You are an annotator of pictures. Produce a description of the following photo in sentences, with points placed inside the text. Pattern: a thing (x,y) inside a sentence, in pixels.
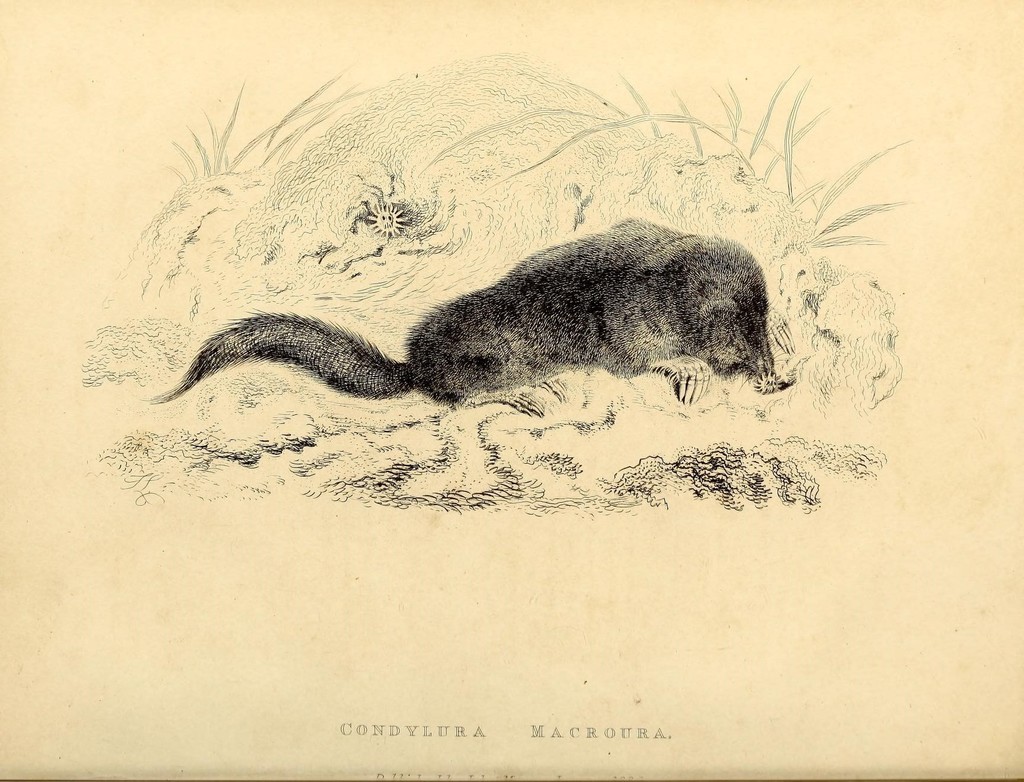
In this image there is a drawing (739,93) in that there is an animal (616,279), at the bottom (648,738) there is some text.
